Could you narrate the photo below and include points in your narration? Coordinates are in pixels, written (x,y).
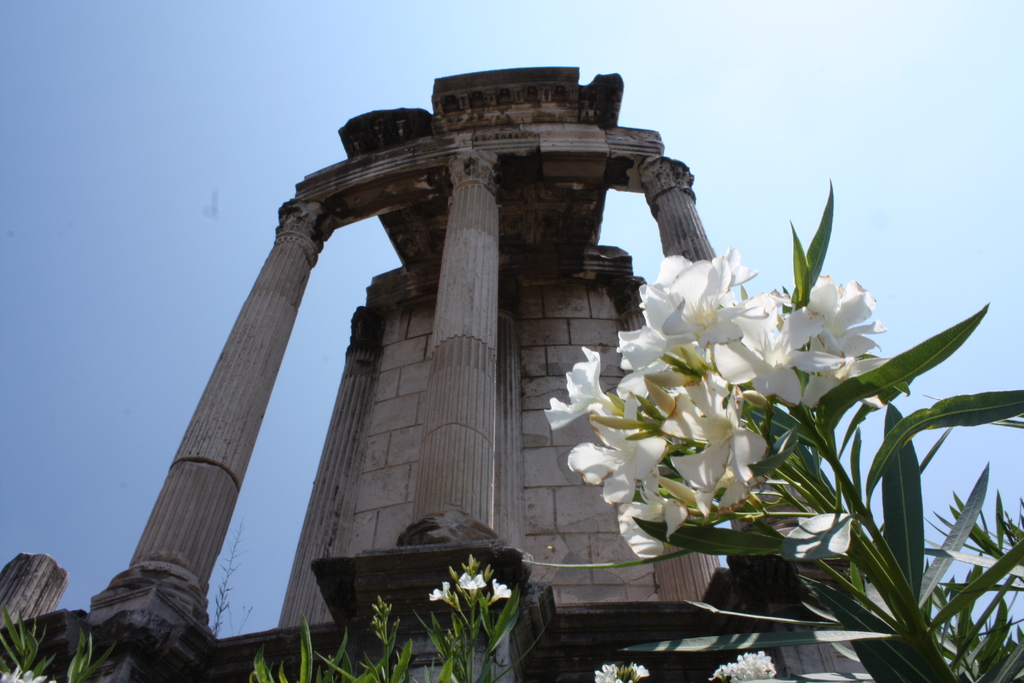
There are some plants (694,463) with flowers (694,463) at the bottom of this image (807,477) and there is a monument (464,423) in the middle of this image (514,362) and there is a blue sky (248,283) at the top of this image (232,99).
